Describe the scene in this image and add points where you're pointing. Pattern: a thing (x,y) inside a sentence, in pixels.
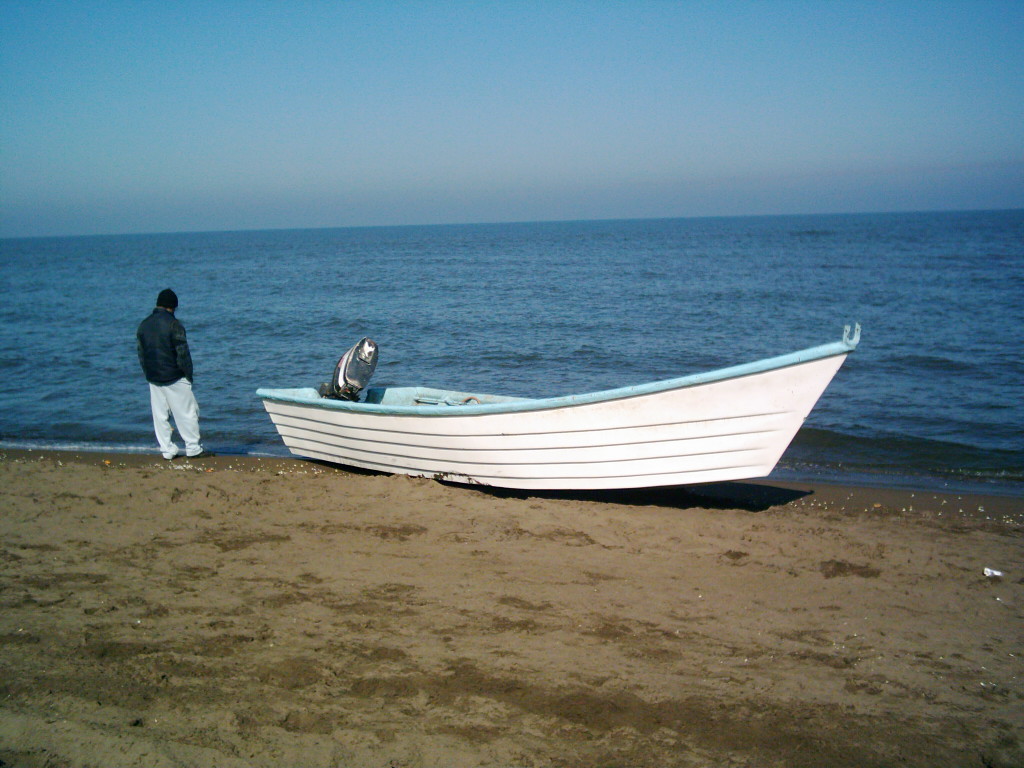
In this picture I can see a person (197,445) standing on the side of the beach (216,466). I can see the boat (472,402) on the side on the beach (488,503). I can see water (492,249). I can see the sky (453,141). I can see sand (174,467).
